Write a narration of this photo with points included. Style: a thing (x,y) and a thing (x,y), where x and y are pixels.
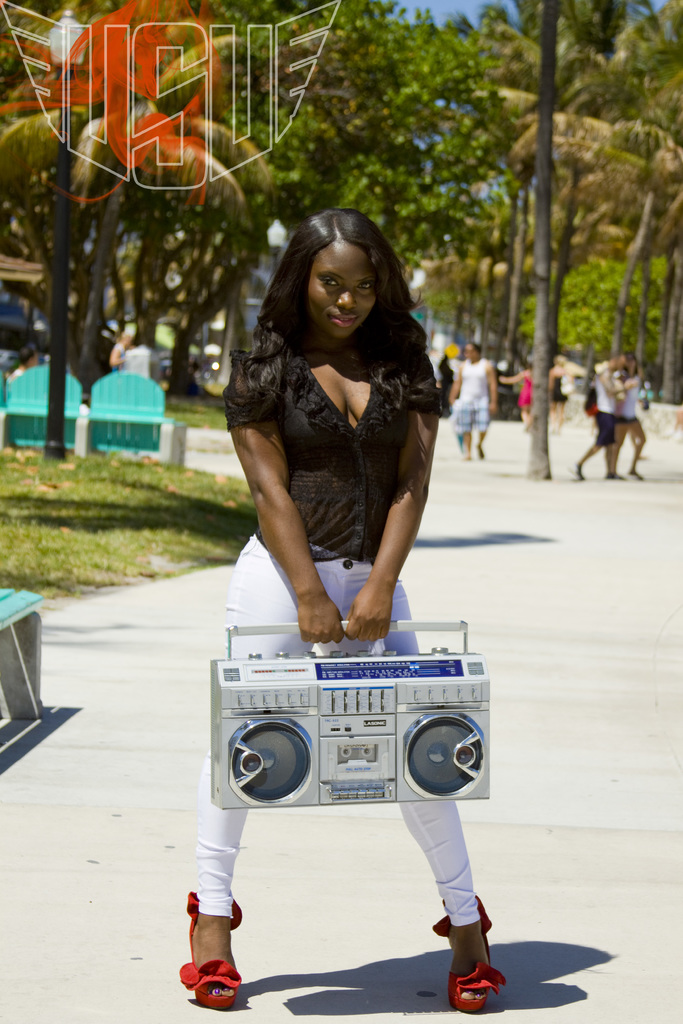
In this picture I can see a woman (371,624) holding a tape recorder (322,746) in her hands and I can see few people (506,383) walking and grass (180,470) on the ground (77,536) and a bench (18,596) on the left side (15,641) and I can see a watermark (120,135) at the top left corner of the picture (205,94).
